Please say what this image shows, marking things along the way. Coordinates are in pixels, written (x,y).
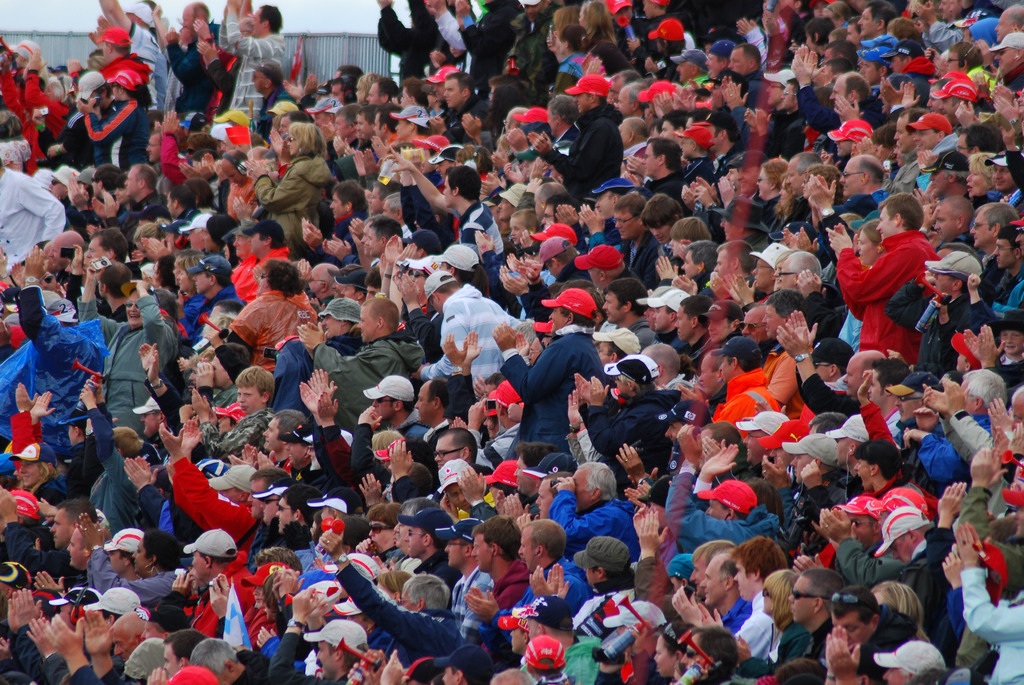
This image consists of a huge crowd (918,459). Many of them are wearing red caps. In the background (57,35), it looks like a fencing (57,35).
